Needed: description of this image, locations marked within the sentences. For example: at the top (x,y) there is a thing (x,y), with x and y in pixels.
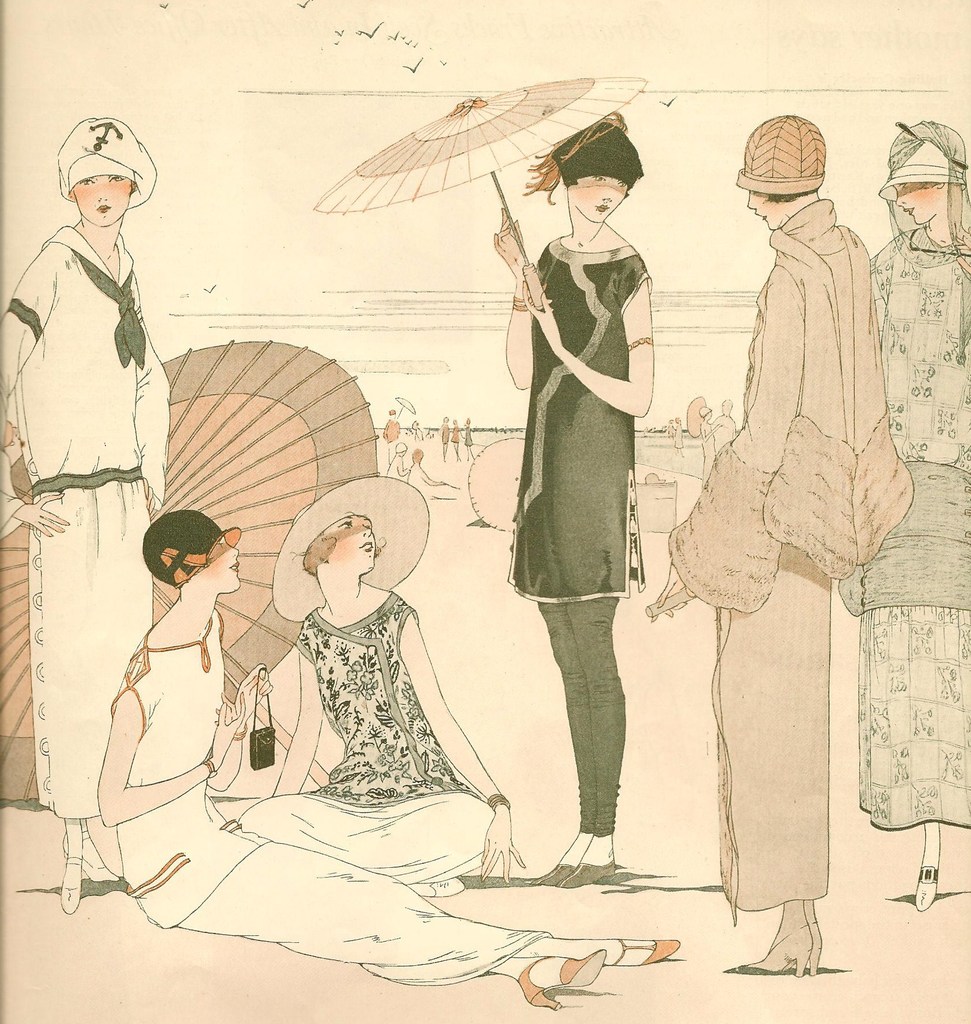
This picture consists of drawing and we can see the group of people (578,310) and we can see the two persons (320,735) sitting on the ground (688,801) and we can see the umbrellas (474,133). In the background (168,214) we can see the sky (279,143), birds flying in the sky (841,176) and we can see many other objects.
